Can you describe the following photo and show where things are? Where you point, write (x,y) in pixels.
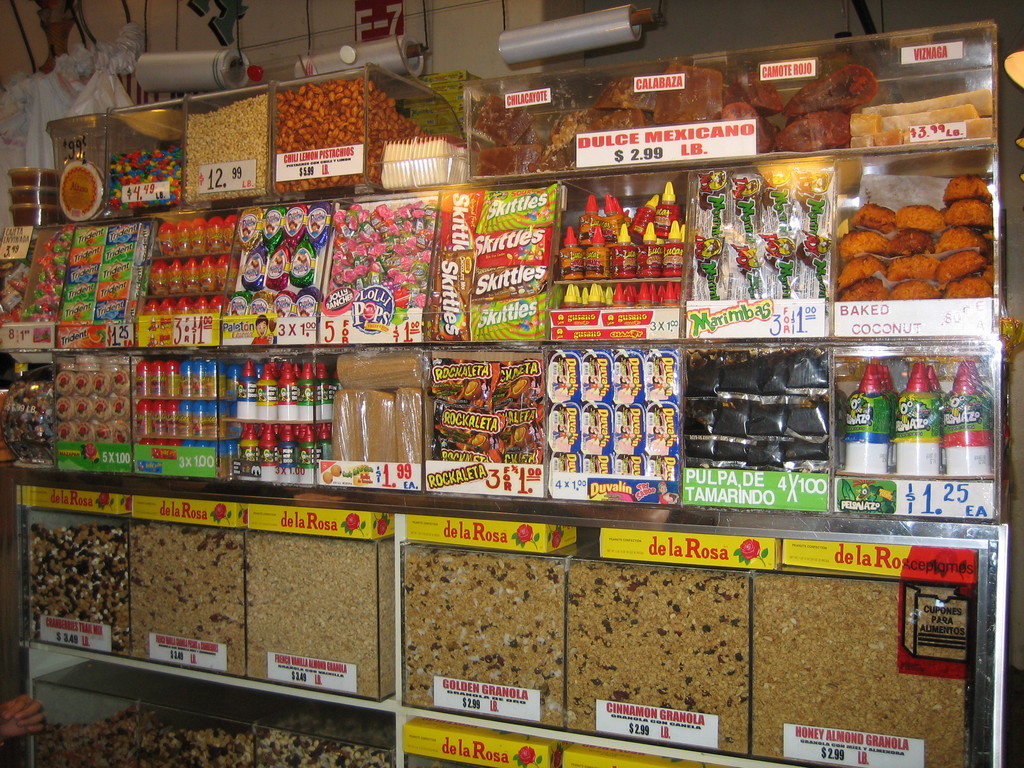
In this image, we can see some food items (814,195) stored in glass containers (990,39). There is some text (947,48) printed on each of the containers (790,714). In the background (198,57), we can see some plastic rollers (210,76).
